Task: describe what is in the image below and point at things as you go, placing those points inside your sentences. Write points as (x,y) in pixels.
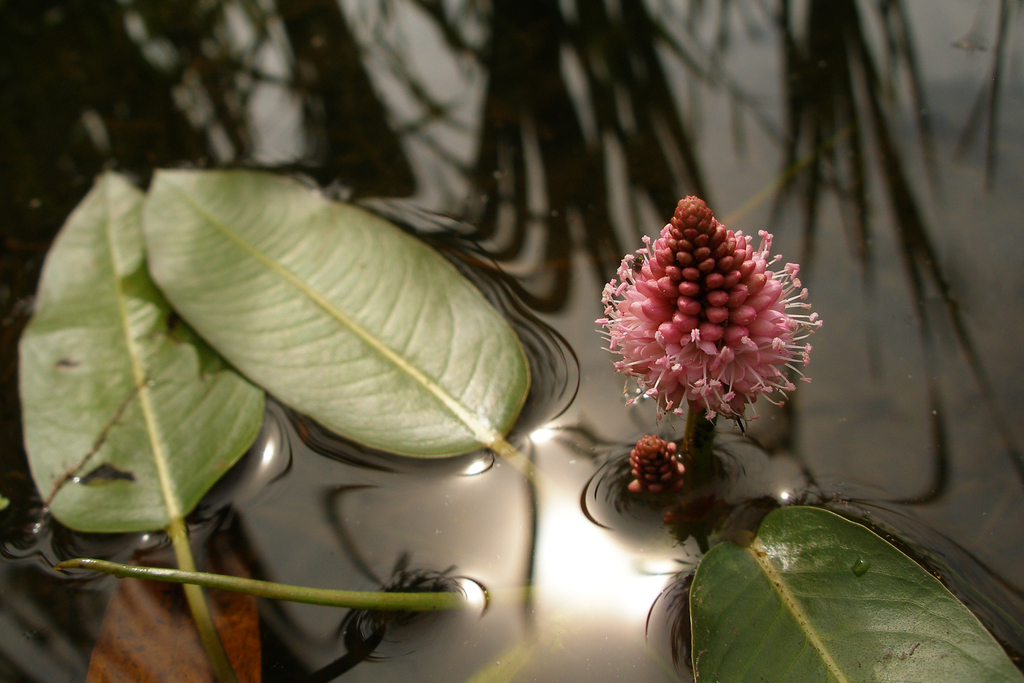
In this image I can see a flower (697,362) and leaves (783,544) on water (485,542).
